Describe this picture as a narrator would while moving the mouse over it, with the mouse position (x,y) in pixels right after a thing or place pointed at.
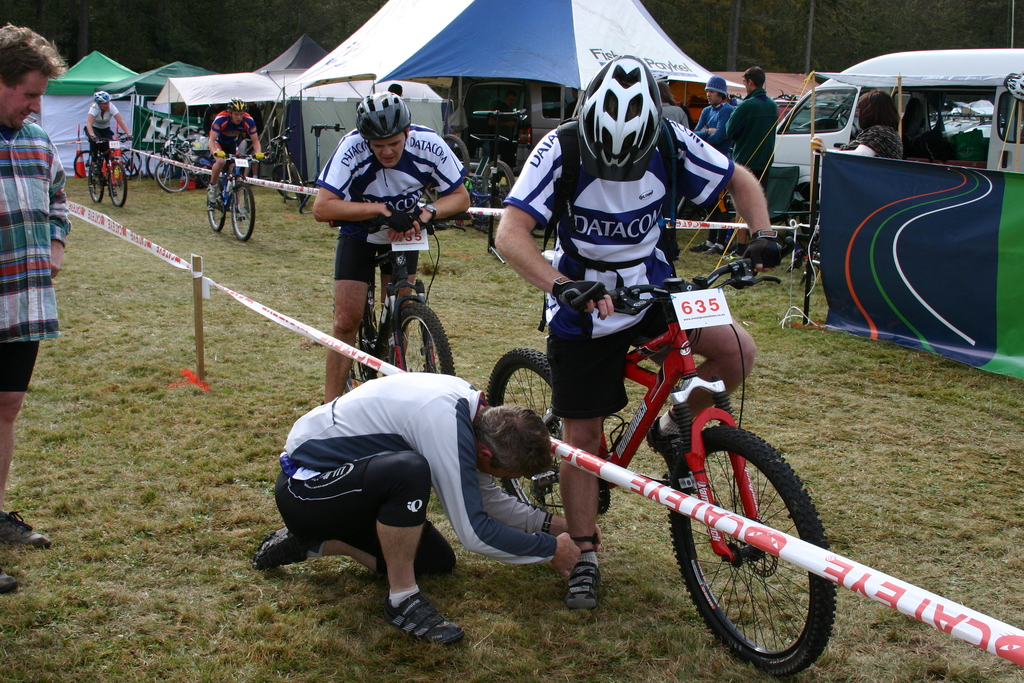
In this picture I can see bicycles (524,366). On some bicycles (660,395) people (356,241) are sitting. These people (356,241) are wearing helmets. In the background (505,145) I can see some people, tents (474,70), vehicles (531,99), mobile fence barrier (815,560) and grass (839,465). I can also see some other objects (833,275) on the ground (192,614).
